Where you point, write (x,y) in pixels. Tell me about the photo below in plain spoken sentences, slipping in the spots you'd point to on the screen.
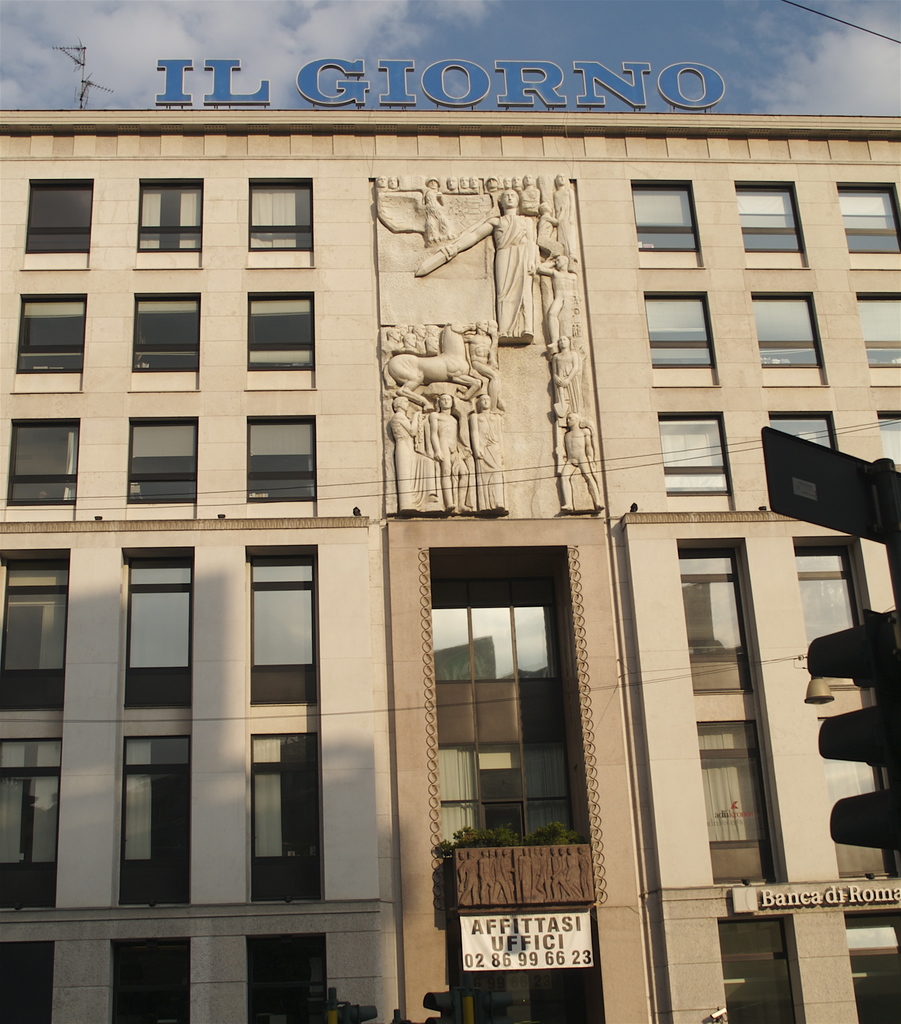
In this picture I can see a building (521,735) and I can see text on the building (555,868) and I can see carving (423,420) on the wall (539,436) and a blue cloudy sky (458,54).
